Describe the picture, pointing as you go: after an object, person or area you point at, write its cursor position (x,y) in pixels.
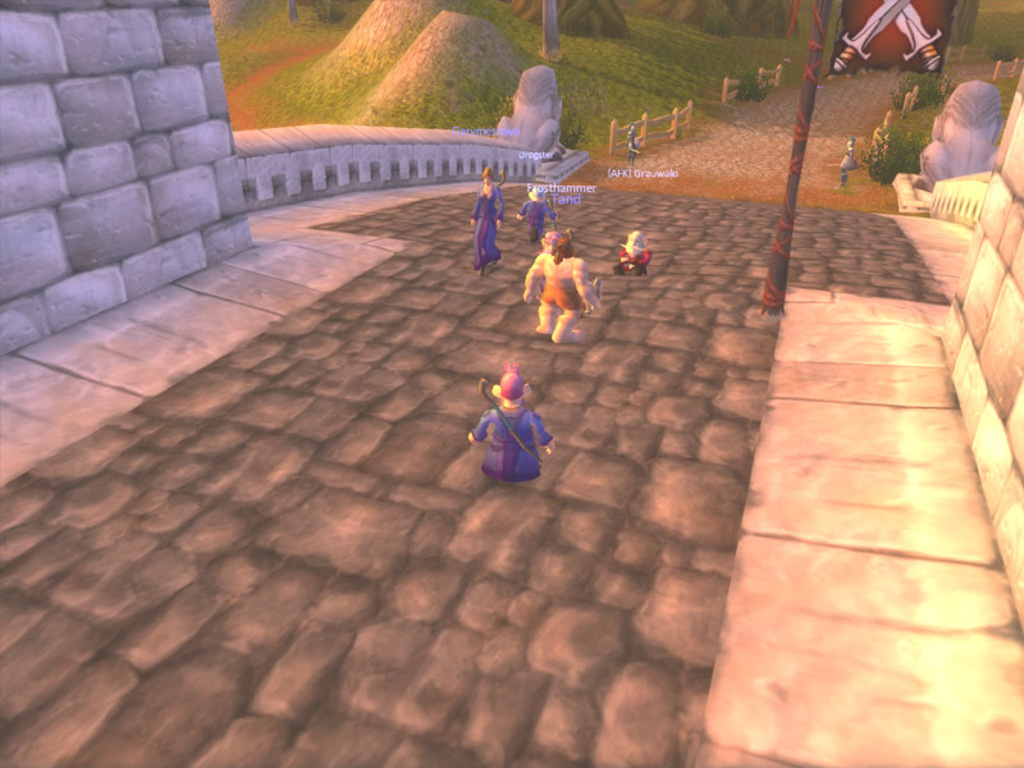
In this image, we can see cartoons (487,244) and in the background (646,91), we can see statues (547,117), hills (367,80), wall (143,158) and there are some plants (903,83), we can see a fence (691,113).
